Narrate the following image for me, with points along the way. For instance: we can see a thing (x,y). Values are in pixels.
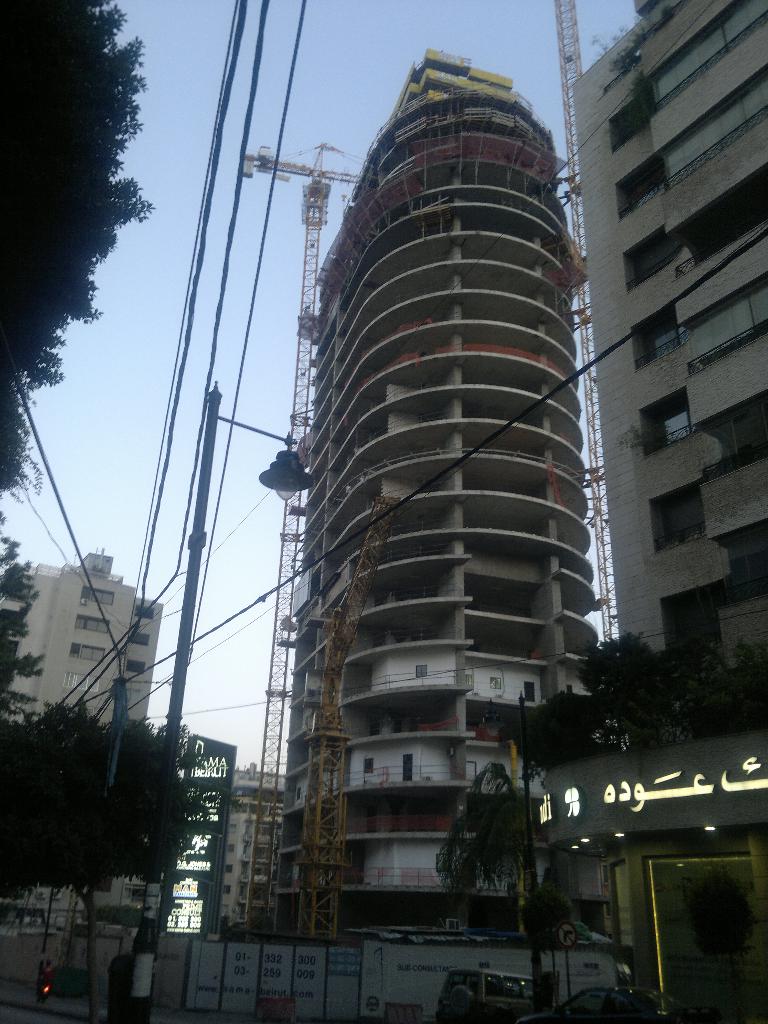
On the left side (113,591) there are buildings (67,886) and some poles (117,754) with wires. There is a street light pole (297,476). On the right side (645,390) there are buildings (532,506). On the building (589,802) something is written. Also there are cranes (326,768). In the background (114,403) there is sky (133,392). Also there are vehicles (485,999).
